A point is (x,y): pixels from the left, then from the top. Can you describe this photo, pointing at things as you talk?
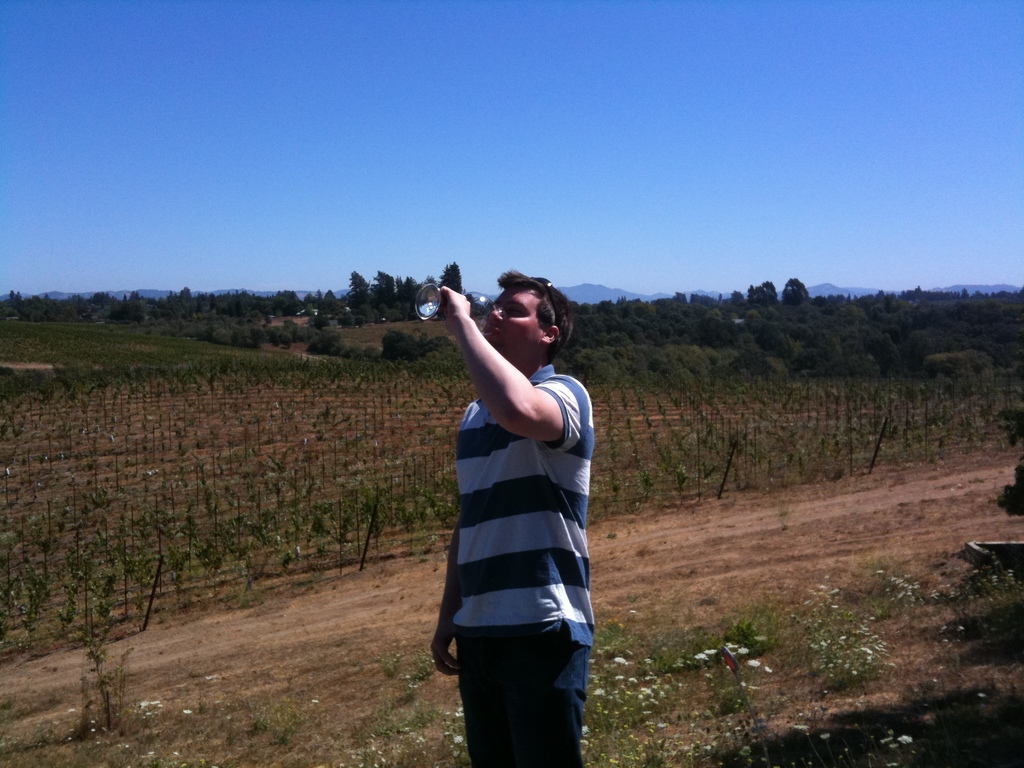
In the picture we can see a man (491,739) standing on the ground surface (10,710) and holding a wine glass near his face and behind him we can see plants (344,480) on the ground surface (333,469) and in the background (906,362) we can see many trees (569,342), hills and the sky (234,173).
